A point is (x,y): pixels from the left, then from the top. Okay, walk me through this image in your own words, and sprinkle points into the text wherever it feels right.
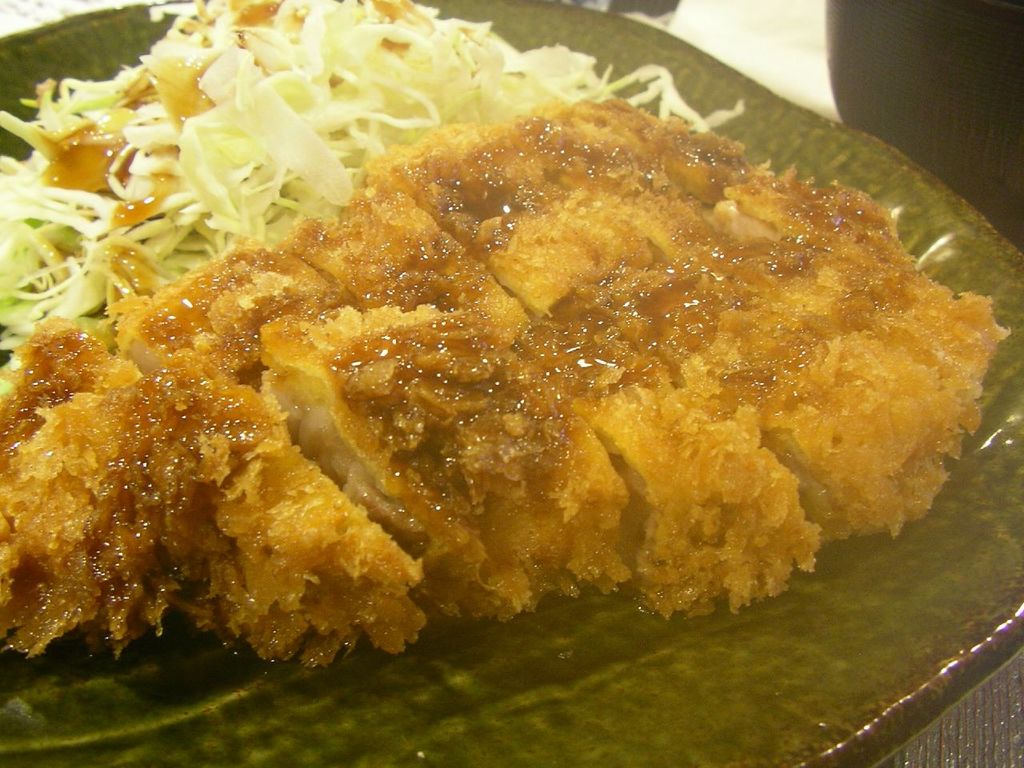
In this picture, we see a green plate (338,765) containing the food item (542,189). In the right top (979,26), it is black in color and it looks like a bowl (893,85). Beside that, it is white in color.
